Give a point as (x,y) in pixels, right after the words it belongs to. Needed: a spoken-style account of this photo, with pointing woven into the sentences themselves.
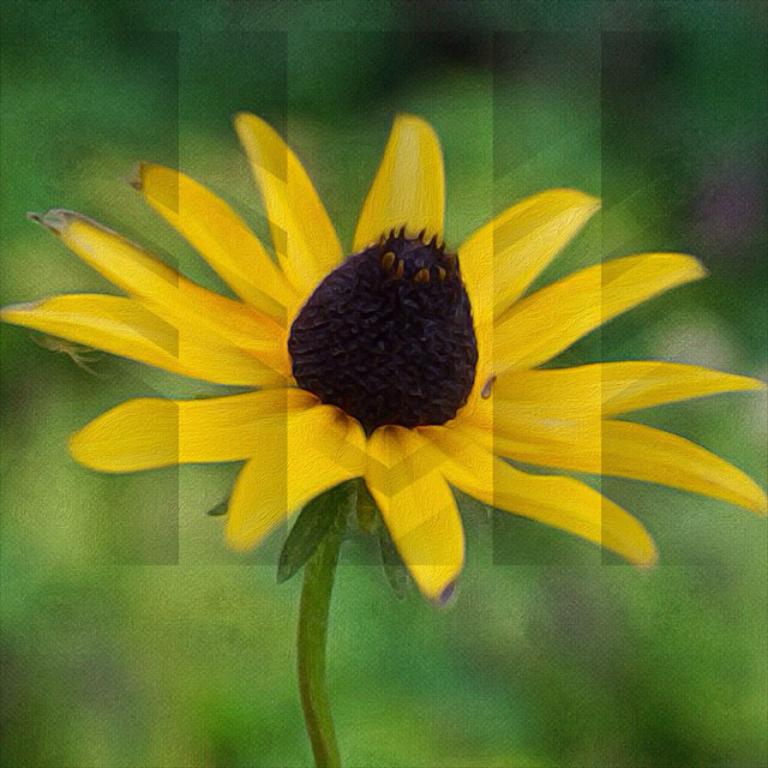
In this picture I can observe yellow color flower (355,257). There is a brown color bud (352,357) on this flower (325,371). The background (174,640) is completely blurred which is in green color.
